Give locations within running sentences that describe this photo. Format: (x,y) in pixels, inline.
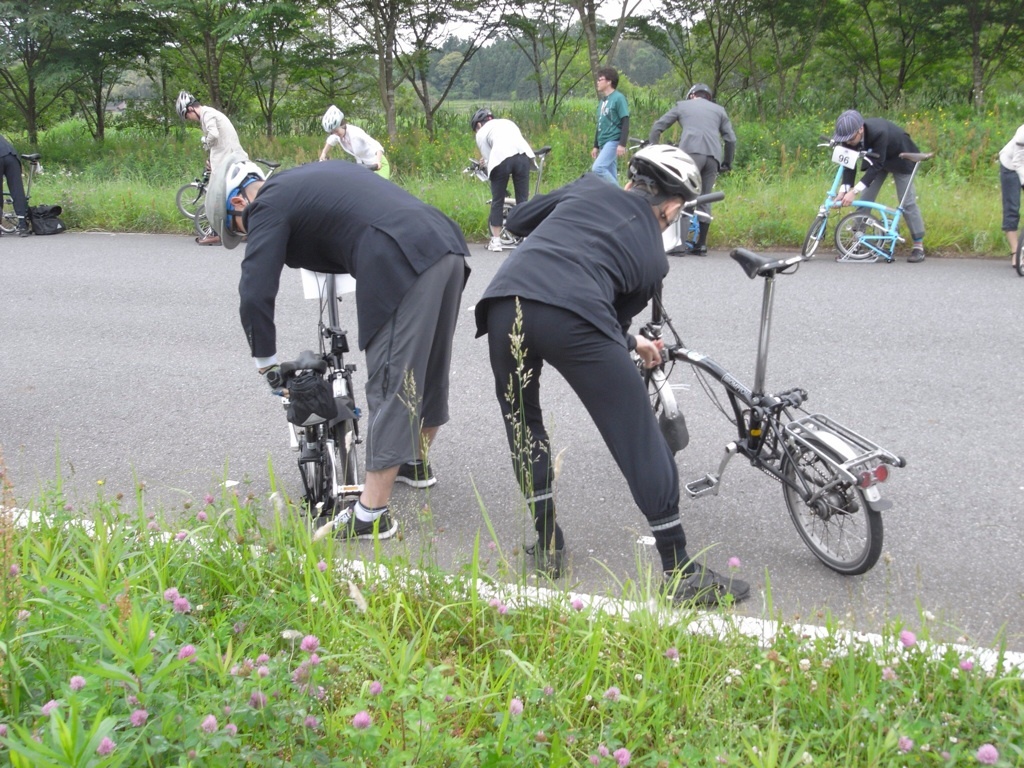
In this image, we can see some people (851,172) standing and holding the bicycles (712,364), there are some green plants (279,553) and trees (356,24), we can see the sky (458,29).
